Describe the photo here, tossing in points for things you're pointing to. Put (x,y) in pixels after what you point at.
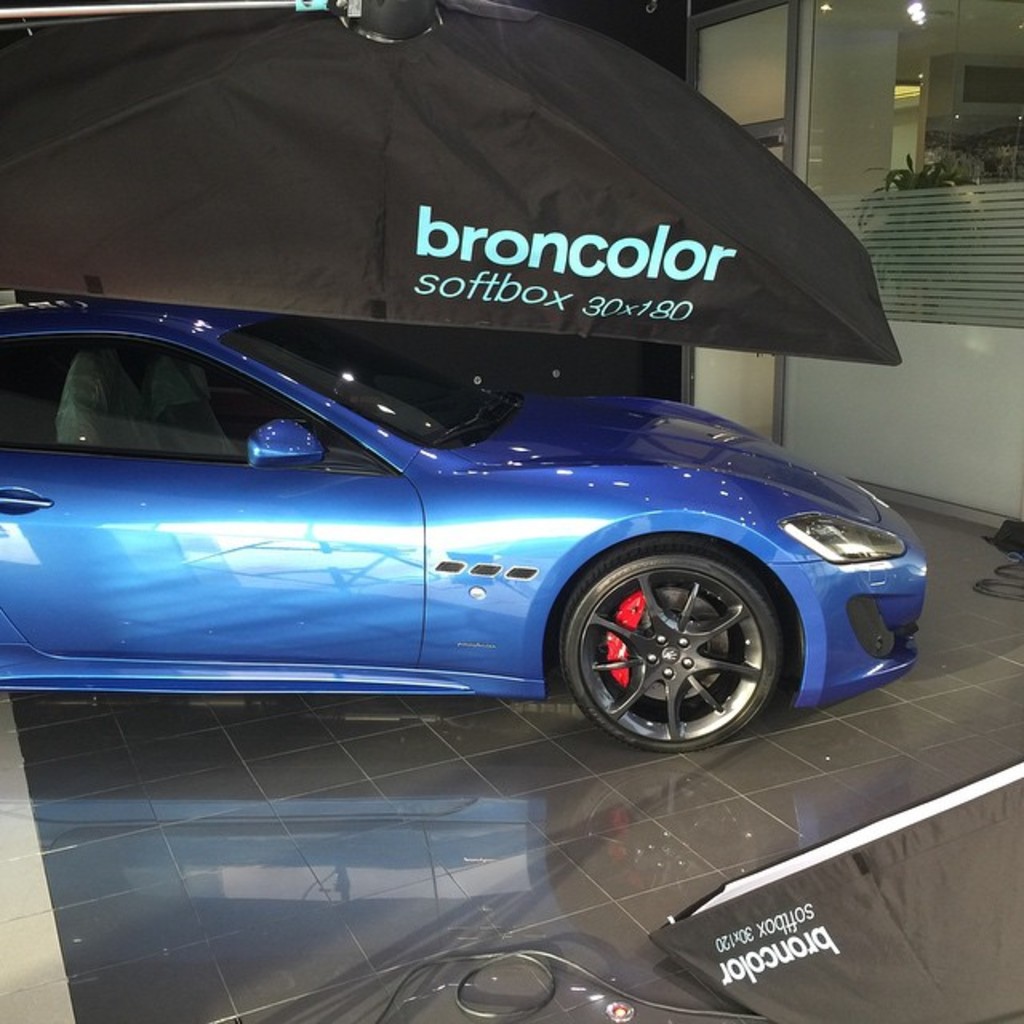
There is a black color softbox (491,125). Under this softbox (540,184), there is a blue color vehicle (814,469) parked on the floor (595,761). On the right side (974,892), there is another black color softbox (911,934) on the floor (388,988). In the background (936,104), there is glass wall (914,206).
